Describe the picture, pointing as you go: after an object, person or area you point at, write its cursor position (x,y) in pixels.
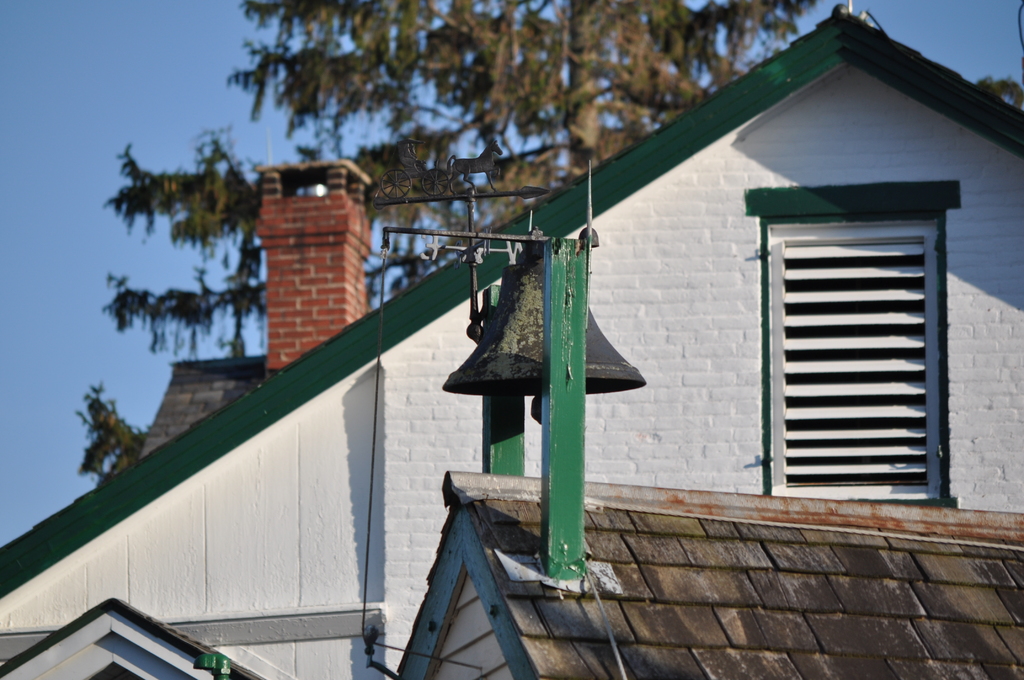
In the middle of the picture (528,249), we see a bell (493,345). Behind that, we see a building (635,427) in white color with a green color roof (220,446). There is a tree (390,166) and a building (314,243) in the background (283,193). In the left top of the picture (129,117), we see the sky (131,105).
